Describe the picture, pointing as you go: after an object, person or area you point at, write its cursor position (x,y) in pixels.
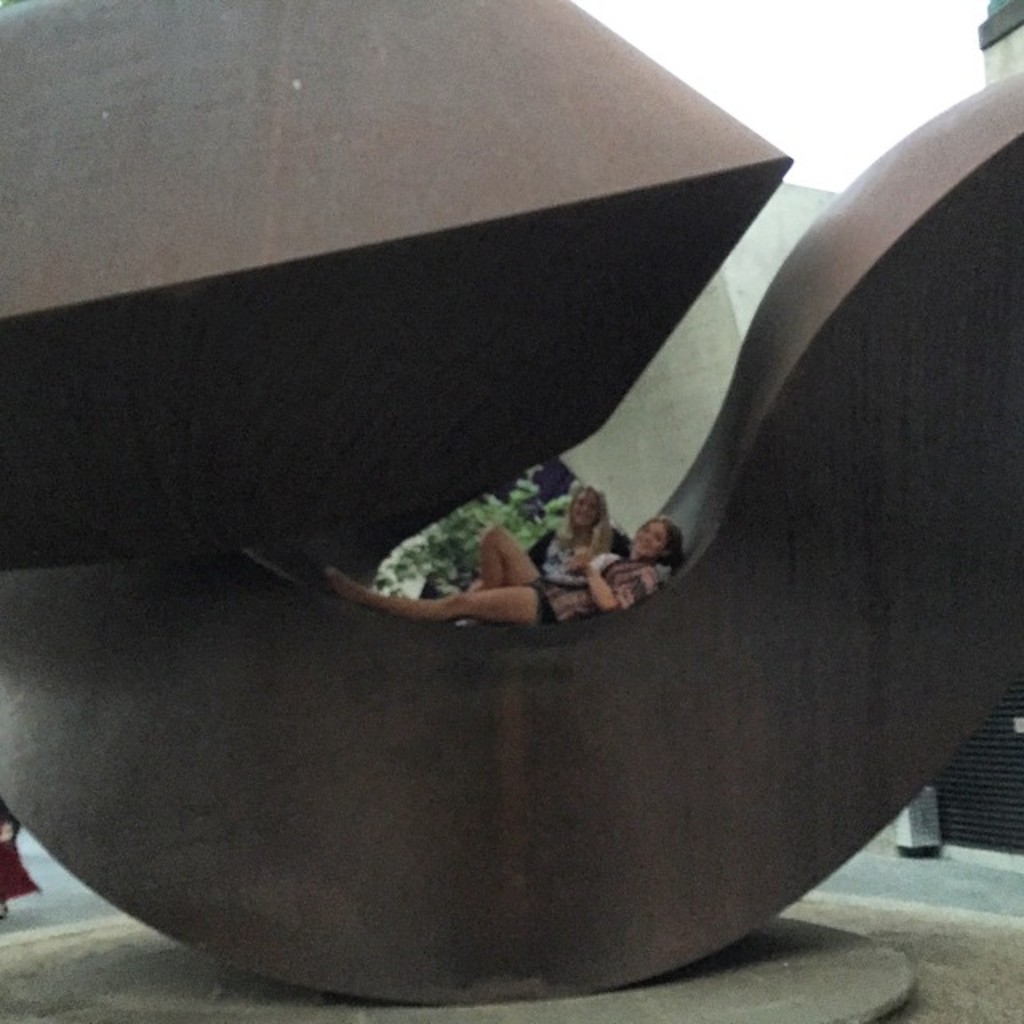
In this image there are two women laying on the metal architecture (587,728) with a smile on their faces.
